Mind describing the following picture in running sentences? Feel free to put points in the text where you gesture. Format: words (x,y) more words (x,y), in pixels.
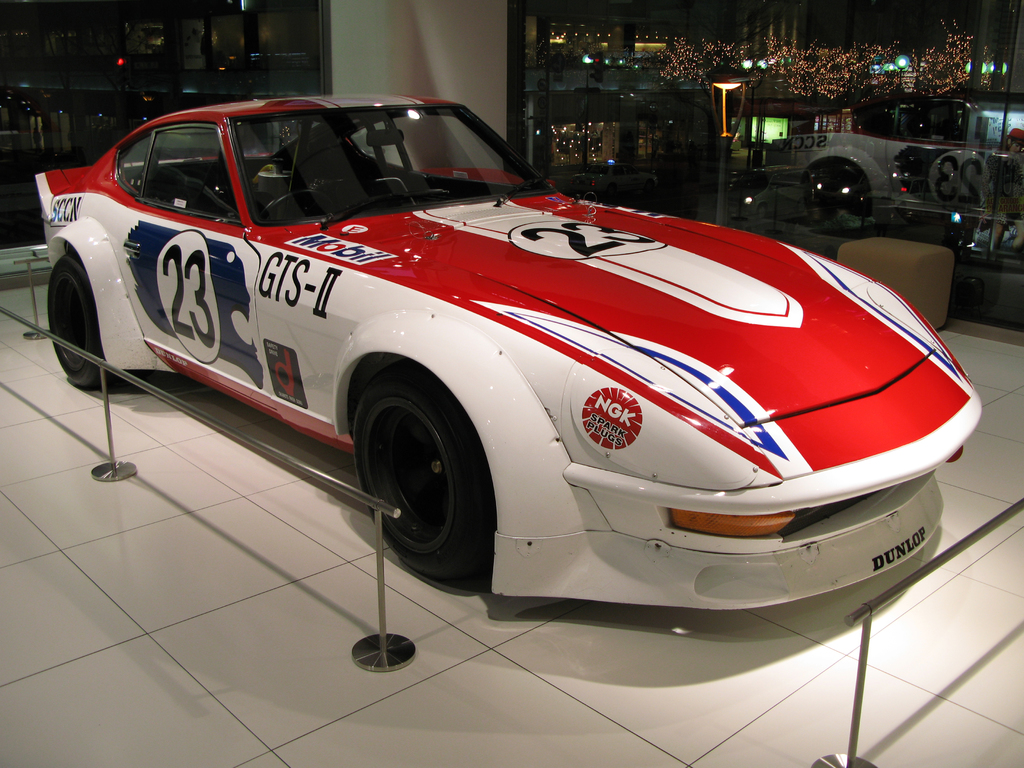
In this image we can see a car (353,335) on the floor (442,661). We can also see the barrier rods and a leather stool (919,264) for sitting. In the background (282,67) we can see the glass windows (627,107), wall (385,59) and through the glass windows (677,75) we can see the lights (873,68).
